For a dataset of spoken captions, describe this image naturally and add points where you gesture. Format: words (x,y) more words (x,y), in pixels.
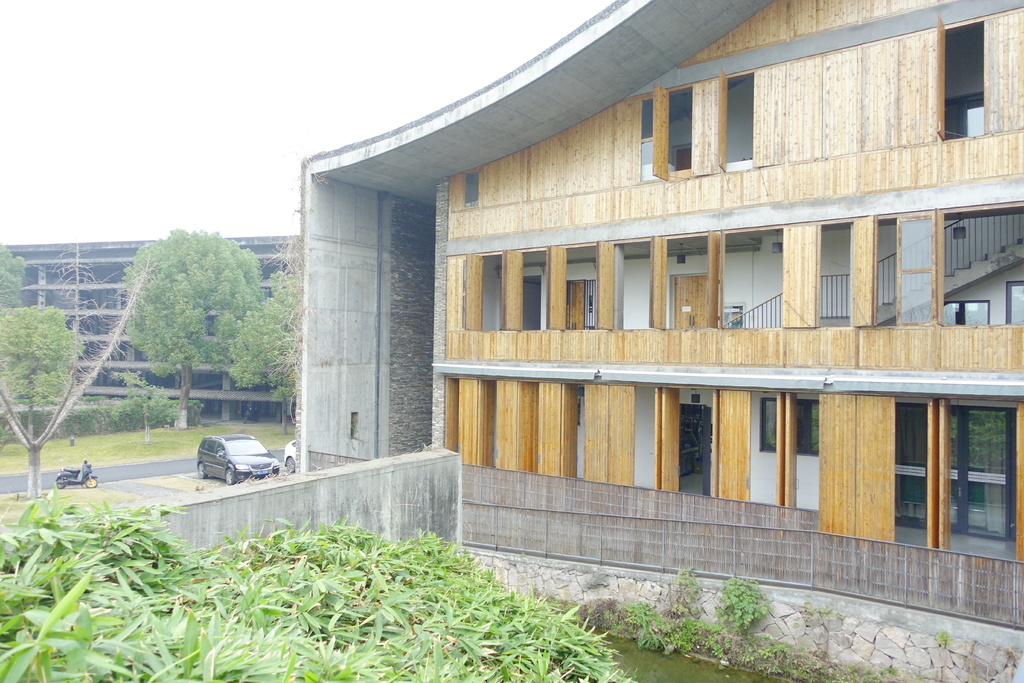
In the picture we can see a part of the plant (551,639) and near it, we can see a water (622,648) and a wall (197,545) and behind it, we can see a building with wooden planks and doors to it and outside the building (302,468) we can see two cars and a bike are parked and opposite side of it we can see a grass surface (210,432) and on it we can see a construction building (215,413) and the sky (194,205) behind it.
